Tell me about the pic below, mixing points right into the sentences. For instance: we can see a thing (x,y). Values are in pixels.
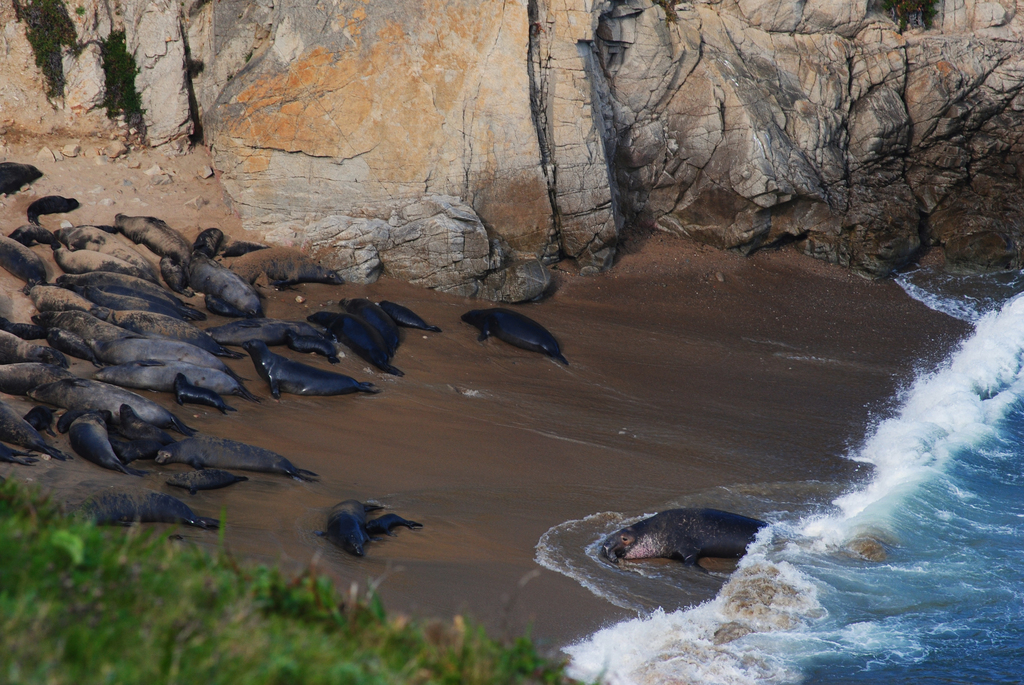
At the bottom of the image (179,611) there are leaves (200,622). Behind that on the seashore (255,374) there are few seals (163,386). On the right side of the image (920,518) there is water (898,557). At the top of the image (420,74) there are rocks (654,73).
